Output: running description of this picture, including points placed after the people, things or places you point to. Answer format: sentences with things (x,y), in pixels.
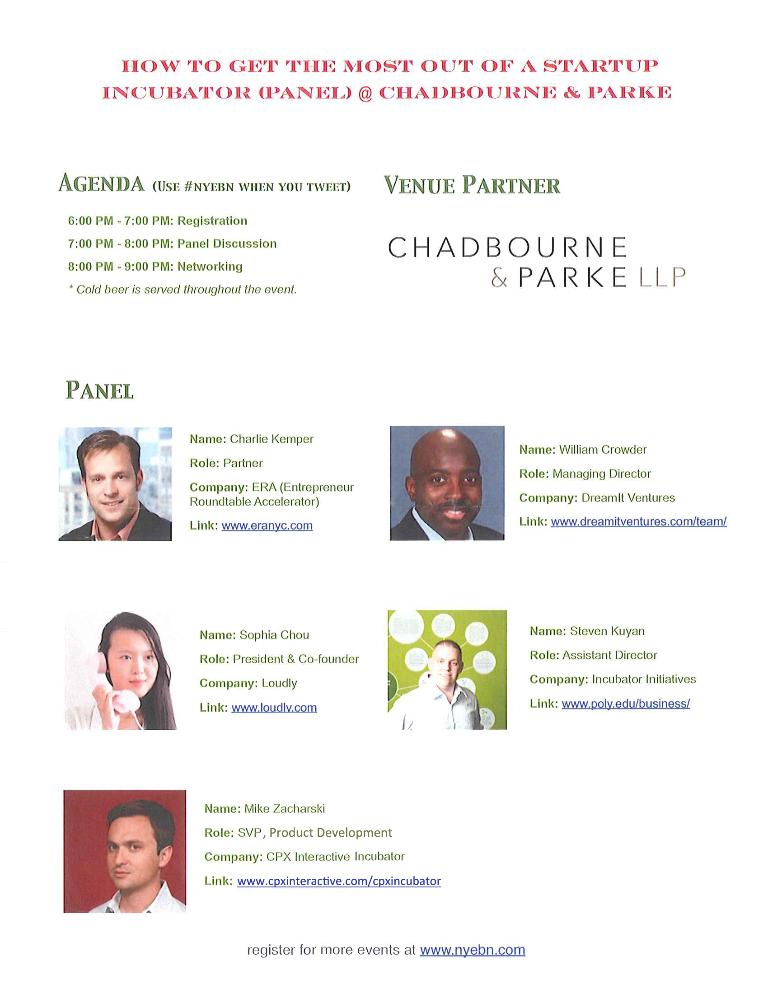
In this image we can see the page (333,450) of the book (354,698) that includes some pictures (416,715) and text (554,237).
